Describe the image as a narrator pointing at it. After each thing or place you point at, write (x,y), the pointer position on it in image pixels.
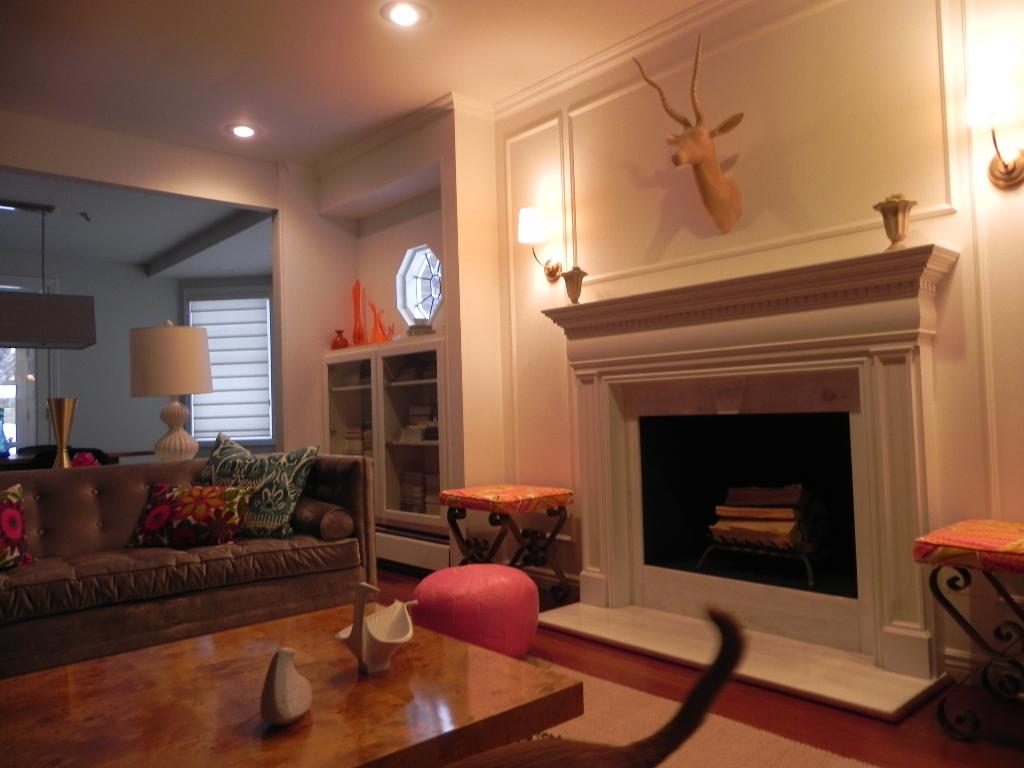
This picture shows an inner view of a house (362,53) we see a sofa bed (344,477) and chairs (452,516) and a fireplace (781,620) and few lights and a table (338,689).
